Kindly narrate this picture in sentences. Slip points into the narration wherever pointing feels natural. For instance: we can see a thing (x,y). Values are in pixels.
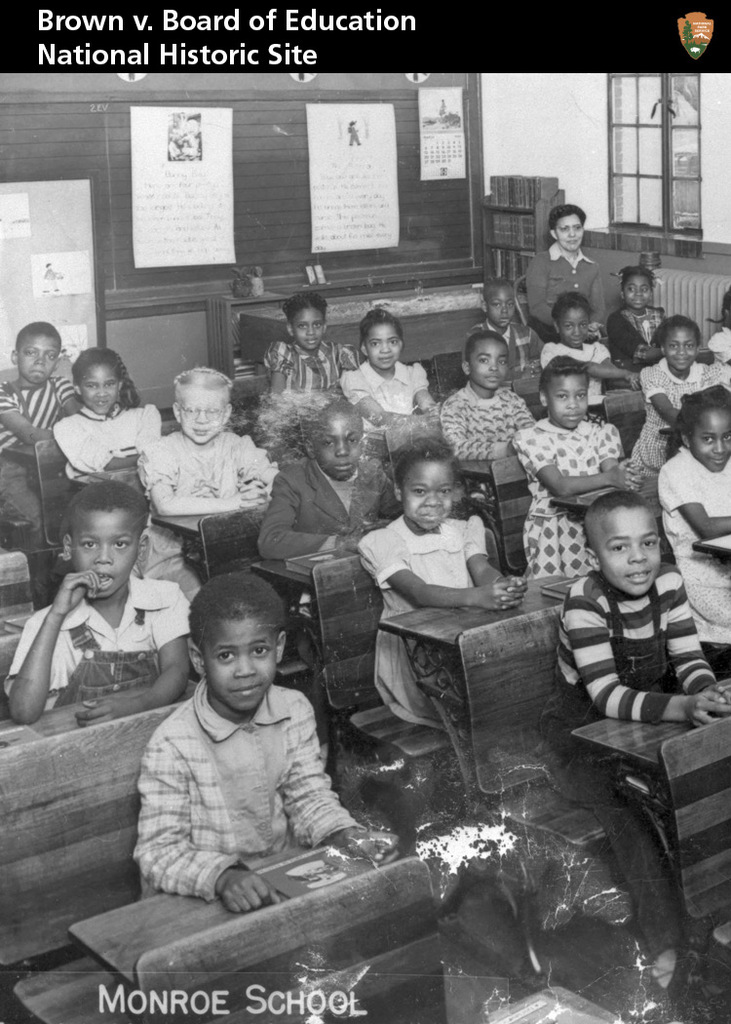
In this image, we can see so many kids (163,761) are sat on the benches (475,619). We can see few items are placed on it. At the background (649,183), we can see glass window (646,167), some stickers (232,222) and here cupboard (513,215).
